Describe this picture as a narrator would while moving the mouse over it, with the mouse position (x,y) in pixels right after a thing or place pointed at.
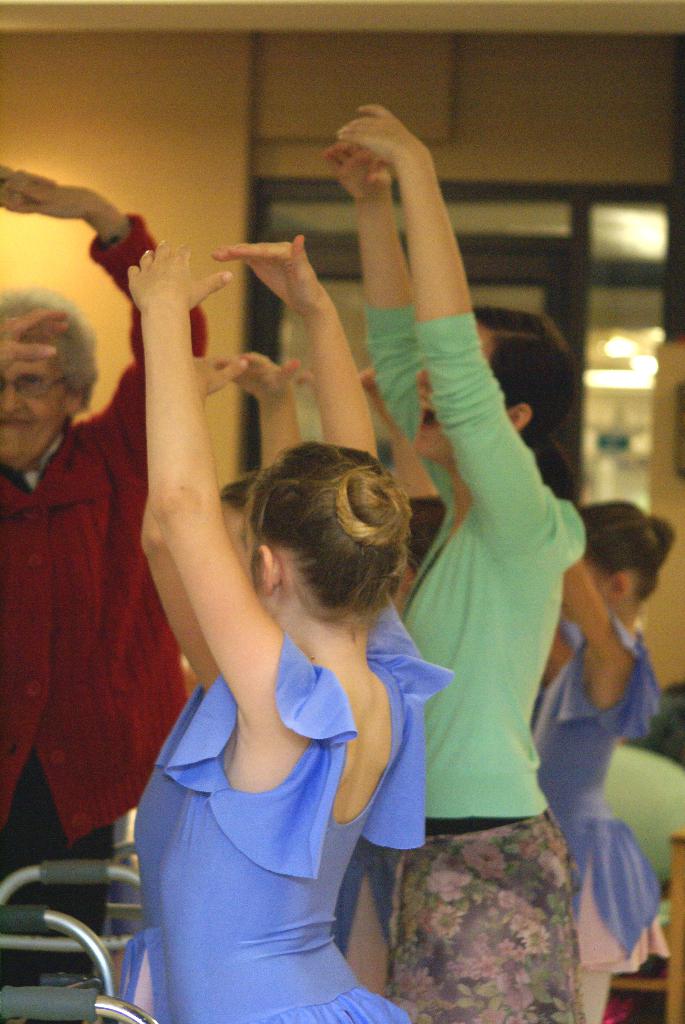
In this image we can see a few people (280,276). Here we can see the people (308,282) raised their hands (320,290) and looks like they are smiling.
